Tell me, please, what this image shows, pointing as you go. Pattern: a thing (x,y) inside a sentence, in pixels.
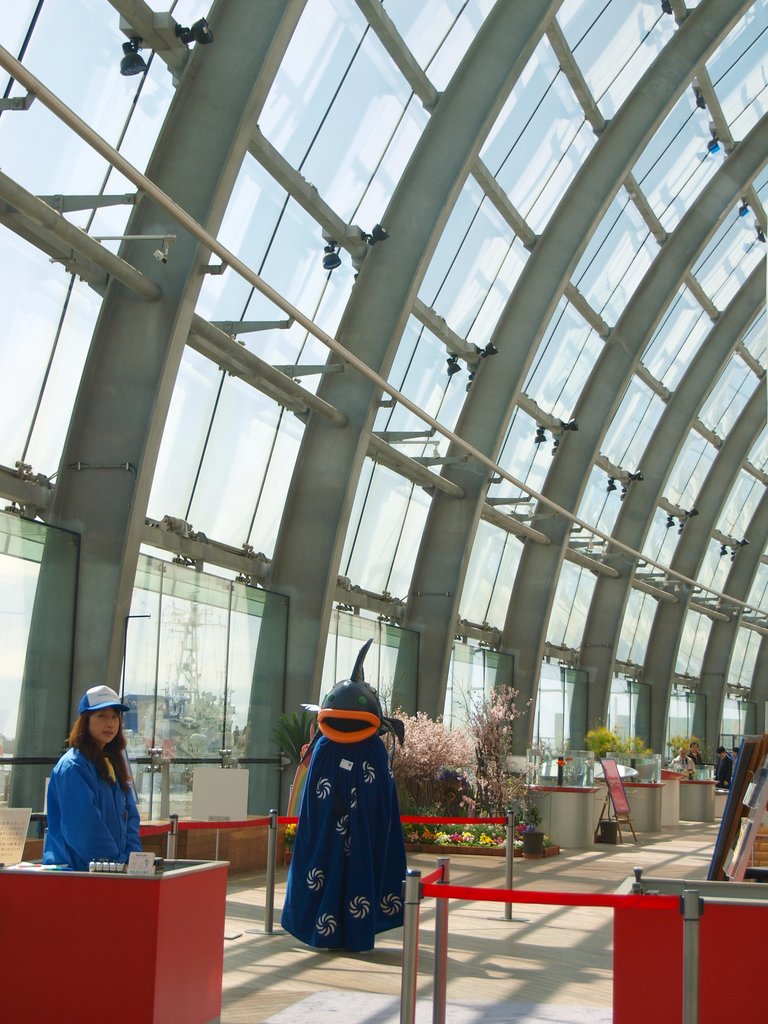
This person (111,821) standing and wear cap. We can see tables (175,967) and ribbons (575,900) attached with the poles (406,942). On the background (442,449) we can see glass windows (682,725), persons (729,757), board (744,767), plants (674,745). This is mascot costume (324,748). From this glass window (384,395) we can see sky (256,454).
